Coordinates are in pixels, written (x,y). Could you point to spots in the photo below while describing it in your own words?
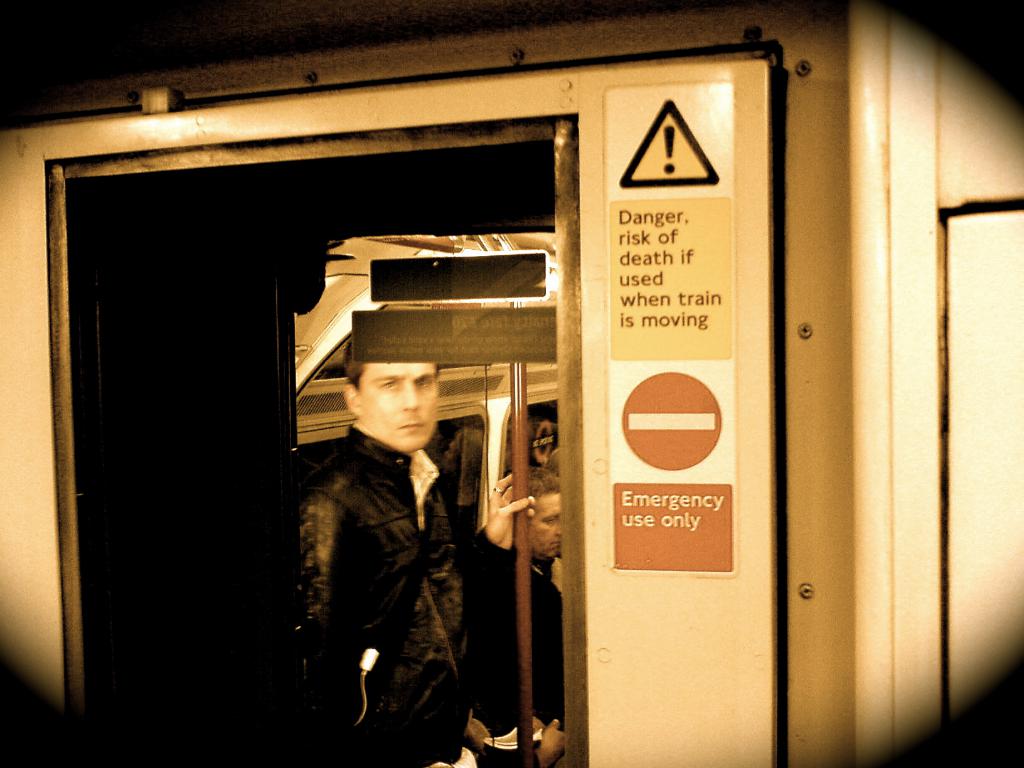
In this picture we observe a guy (368,456) who is inside a metro train (414,326) and in the foreground (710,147) we observe Danger and Emergency use only labels (674,171) attached.
